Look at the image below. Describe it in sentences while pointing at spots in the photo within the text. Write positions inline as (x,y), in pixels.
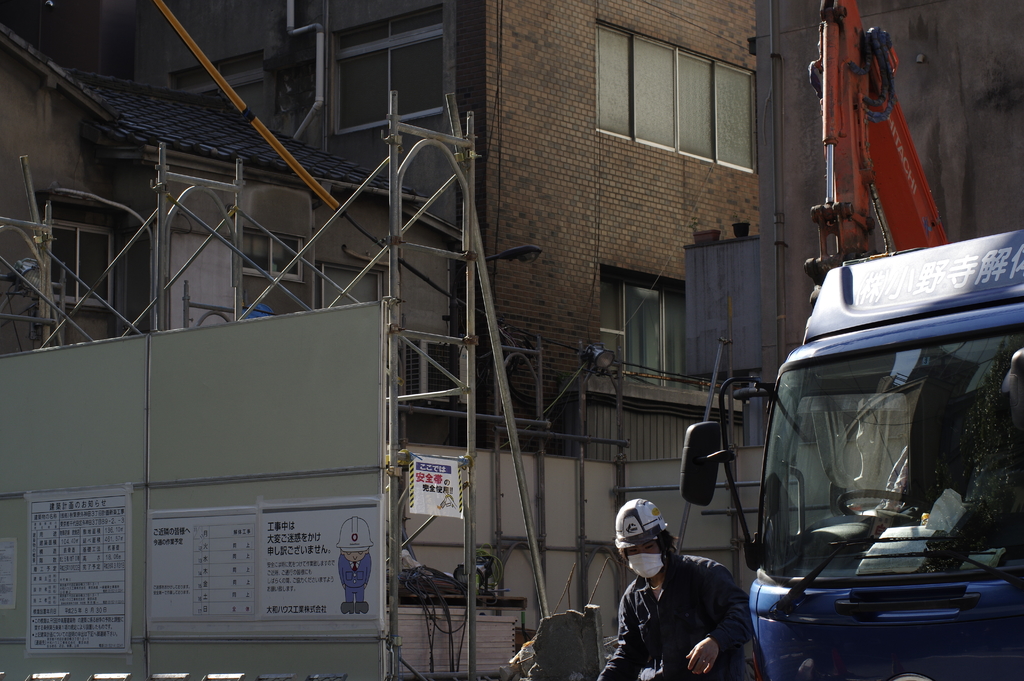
In this image I can see few vehicles (887,576). In front (682,566) I can see the person (702,564) and the person (688,579) is wearing black color dress (687,579). In the background (475,240) I can see the ladder (441,315), few poles (384,255) and the building (482,146) is in brown color and I can also see few glass windows (685,132).
